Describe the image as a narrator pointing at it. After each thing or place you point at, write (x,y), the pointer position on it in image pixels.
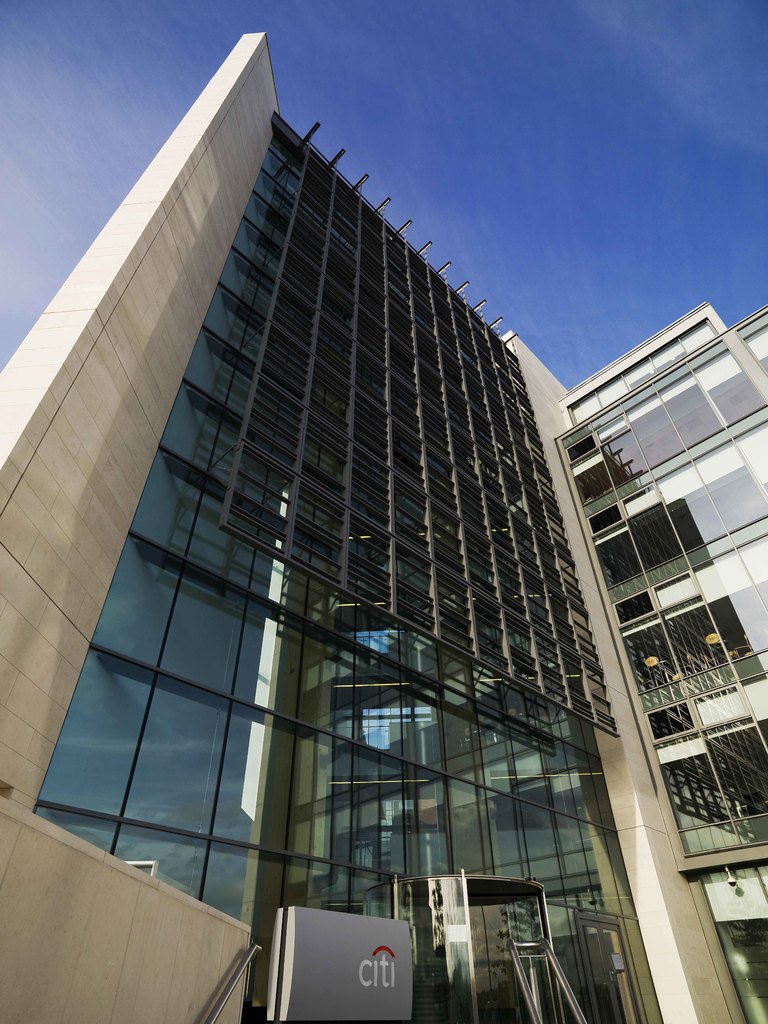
In the center of the image (333,619), we can see a building (415,854) and there is a board (333,944). At the top (529,140), there is sky (503,160).
